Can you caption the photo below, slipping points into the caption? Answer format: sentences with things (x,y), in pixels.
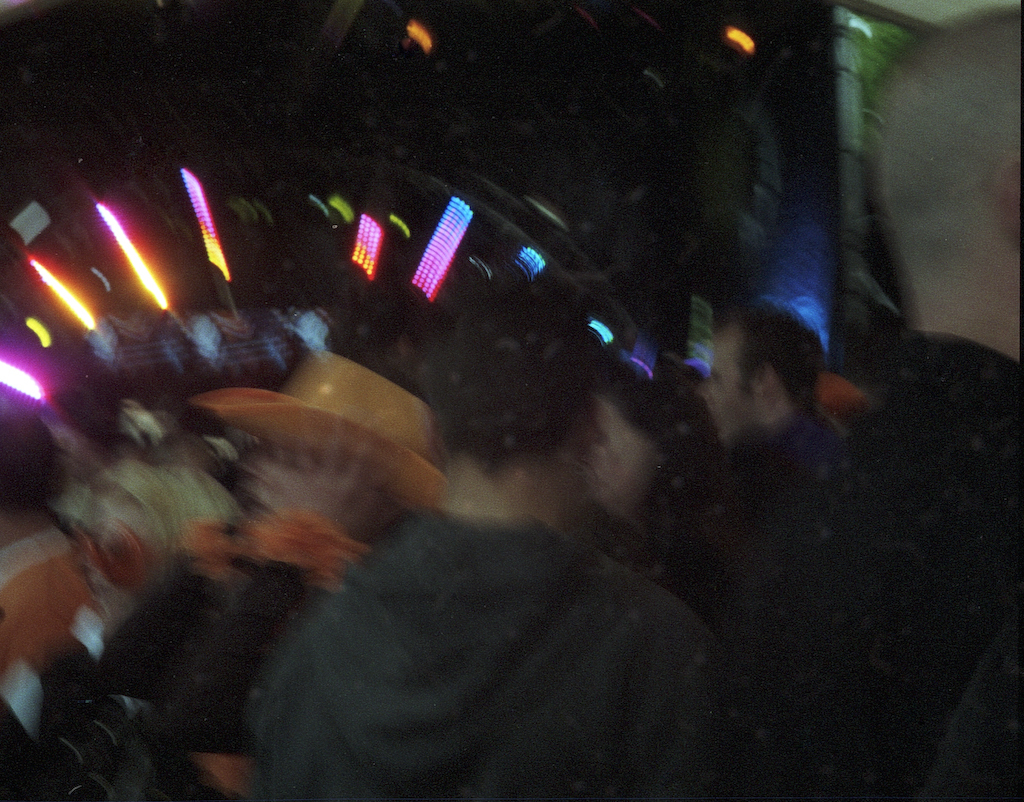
In this picture we can see a group of people (509,387) are standing. On the left side of the image (266,452) we can see a person (307,421) is wearing a cap (351,445). In the background of the image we can see the lights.
